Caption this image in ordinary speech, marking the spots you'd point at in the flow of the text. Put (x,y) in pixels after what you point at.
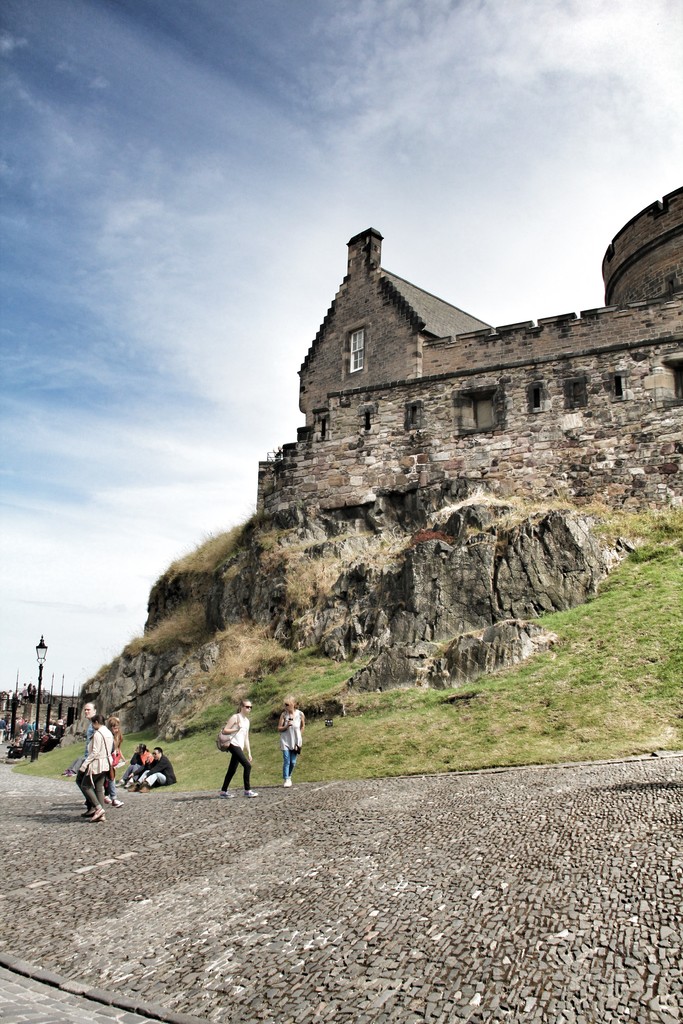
This is a picture of a castle (520,393) on a hill (361,646). In the foreground of the picture (301,868) there are people (112,762) on the pavement (255,881). On the left (15,741) there are street lights (39,703) and people (104,719). On the right (563,684) there is grass (605,611). Sky (100,476) is little bit cloudy and it is sunny.
